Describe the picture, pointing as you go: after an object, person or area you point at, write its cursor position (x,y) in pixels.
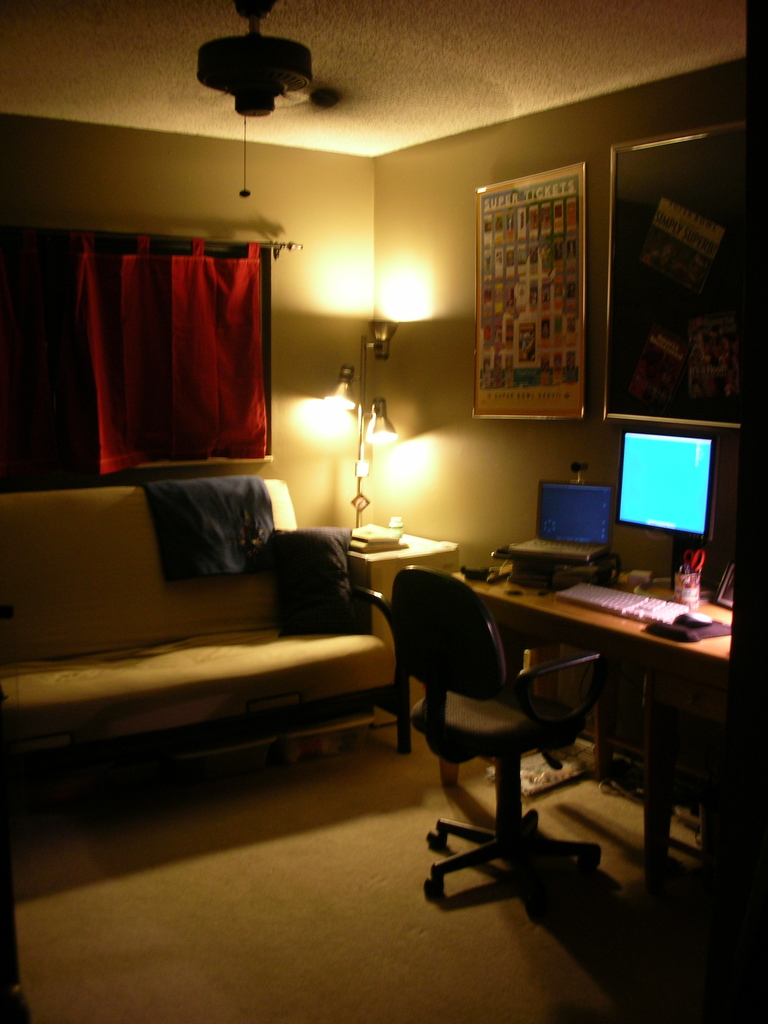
Here we can see that a table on the floor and computer (638,466) on it and keyboard (628,607) and some other objects (523,558) on it, and at back (540,440) here is the wall (391,367) and photo frames (547,272) on it, and here is the light (388,339), and here is the sofa (45,569) and pillow (319,570) on it, and at back (112,379) here is the curtain (123,365), and here is the roof (152,90).
